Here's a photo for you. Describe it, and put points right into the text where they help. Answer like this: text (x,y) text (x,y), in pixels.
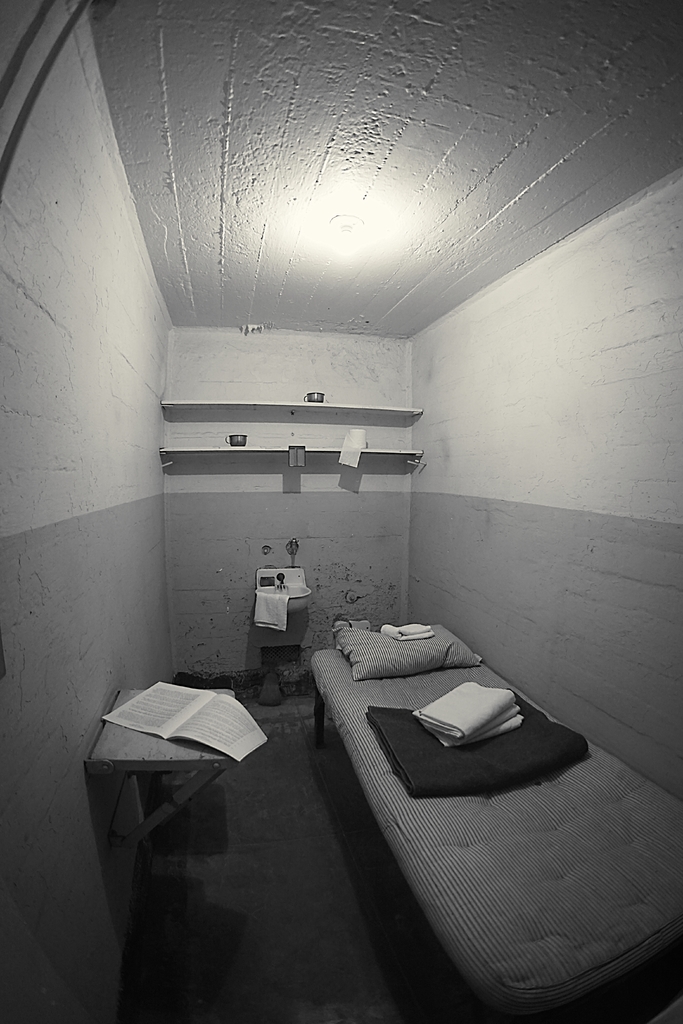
In this image I can see a bed (383,799), pillow (385,660) and blankets (440,759). I can see a book (171,713) on the wooden stand (161,758). Back I can see a towel (269,605), sink (285,573), tap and some objects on the shelf (273,452). Top I can see light (354,232). The image is in black and white.
